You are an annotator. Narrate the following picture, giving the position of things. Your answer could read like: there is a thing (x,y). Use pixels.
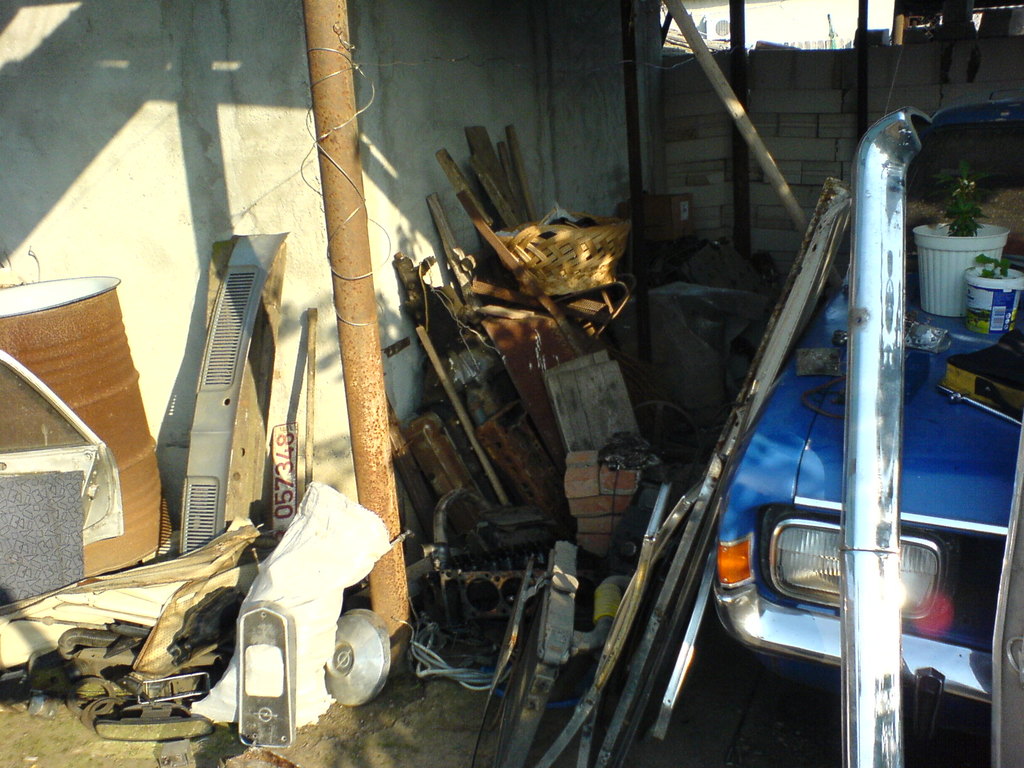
In this picture we can see some iron scrap (558,334) and drum (108,437) in the image. Beside there is a blue car (937,458). In the background (779,75) we can see brick wall (721,118).
